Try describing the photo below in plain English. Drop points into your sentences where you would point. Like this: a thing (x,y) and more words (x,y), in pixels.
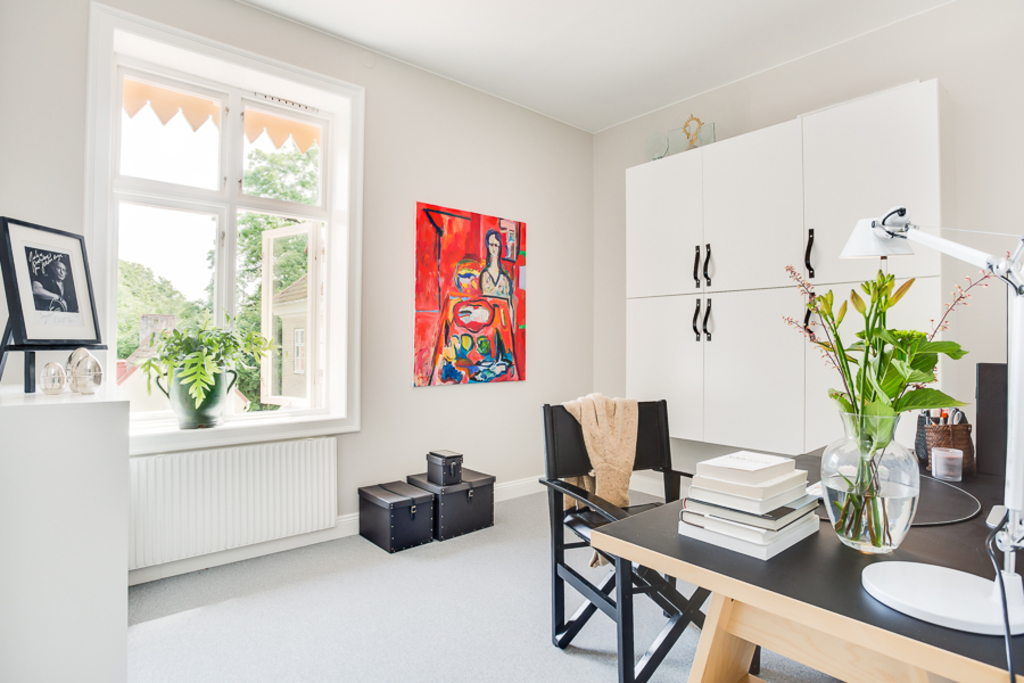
This is a picture of inside of the house (410,466), in this image on the right side (799,632) there is one table (707,562). On the table (905,542) there is one flower pot (856,482), plant (929,341), books (765,482), basket (952,428), lamp (922,582) and a wire (948,522) and beside the table (604,536) there is one chair (594,590) on the chair (592,525) there is one towel (608,425). And in the background (646,255) there is a cupboard (783,256) and on the wall (420,392) there is a poster (441,324), on the left side (138,336) there is a window (243,389), flower pot (217,388), plants (218,344) and in the background (141,294) there are some trees (180,297). On the floor (462,621) there are some boxes (451,509) and on the left side (46,315) there is a photo frame (56,307) on the table (53,466). At the top of the image (636,57) there is ceiling (656,45).
